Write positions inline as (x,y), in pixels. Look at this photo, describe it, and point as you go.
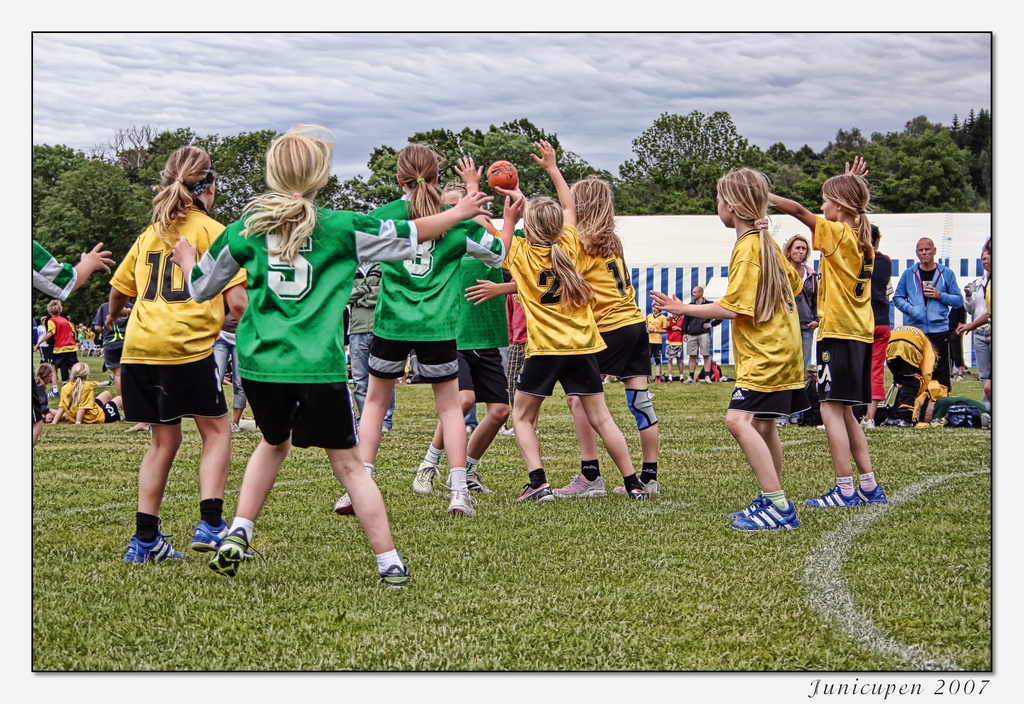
In this image we can see an edited image. In this image we can see some people (612,255), ball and other objects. In the background of the image (650,174) there are some people (50,328), trees (51,230), wall (787,218) and other objects (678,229). At the top of the image (571,95) there is the sky (550,70). At the bottom of the image (523,583) there is the grass (681,569). On the image there is a watermark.
